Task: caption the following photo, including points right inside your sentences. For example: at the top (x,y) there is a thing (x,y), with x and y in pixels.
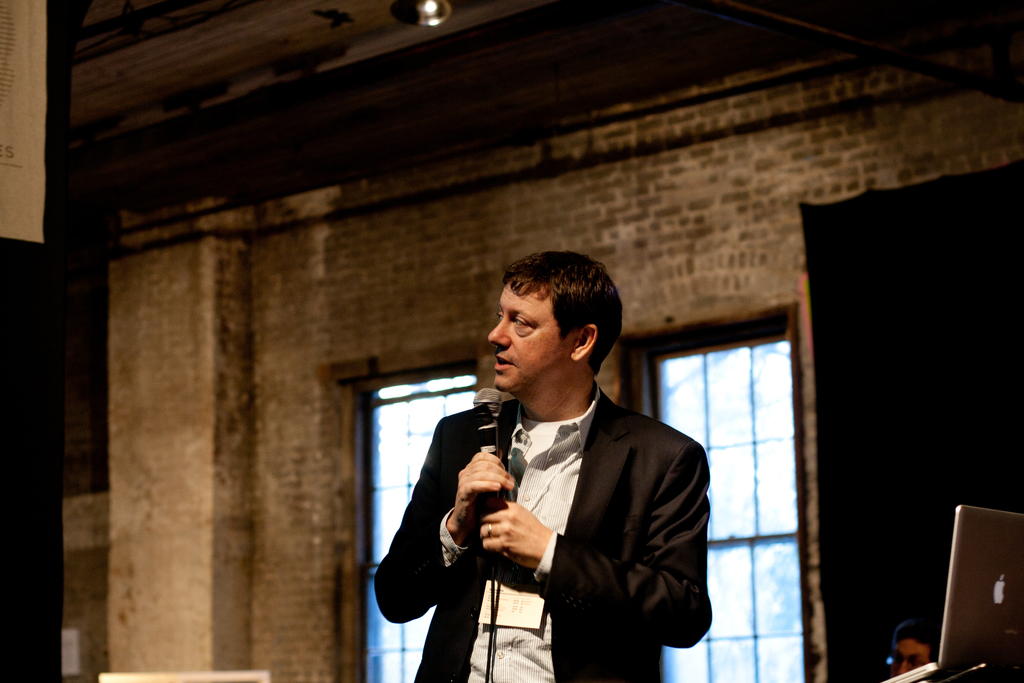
In the image we can see there is a man (532,463) who is standing and holding mic (484,449) in his hand (479,463).
